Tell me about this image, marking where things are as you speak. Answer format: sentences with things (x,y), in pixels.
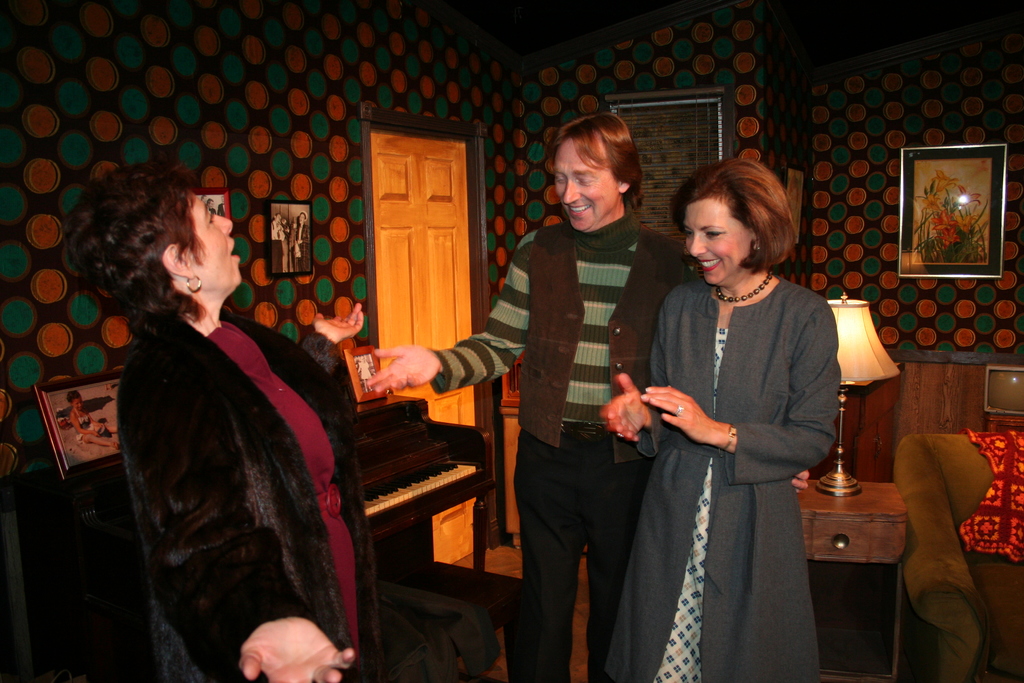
In this image I can see three persons (609,425) standing. In front (484,360) the person (519,330) is wearing green, brown and black color dress (556,292), background (969,624) I can see the couch (929,624), the lamp (860,343) on the table (857,512), few frames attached to the wall (423,101) and I can also see the door (429,248) in brown color.
